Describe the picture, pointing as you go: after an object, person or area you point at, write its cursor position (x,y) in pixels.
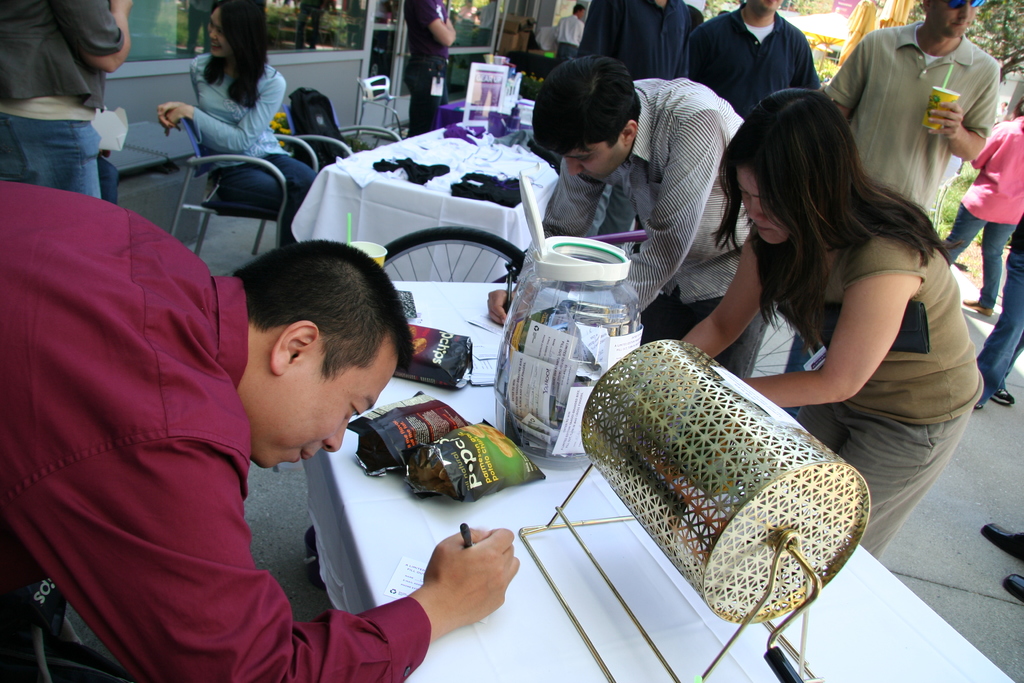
In this picture we can see group of people (381,285), few (387,278) are standing and a woman (288,168) is sitting on the chair (237,202), in front of her we can see few packets (435,365), jar (586,350), a machine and other things (484,174) on the tables (653,542), on the right side of the image (888,134) we can see a man (879,143), he is holding a cup (935,107), in the background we can find few trees (994,15).
